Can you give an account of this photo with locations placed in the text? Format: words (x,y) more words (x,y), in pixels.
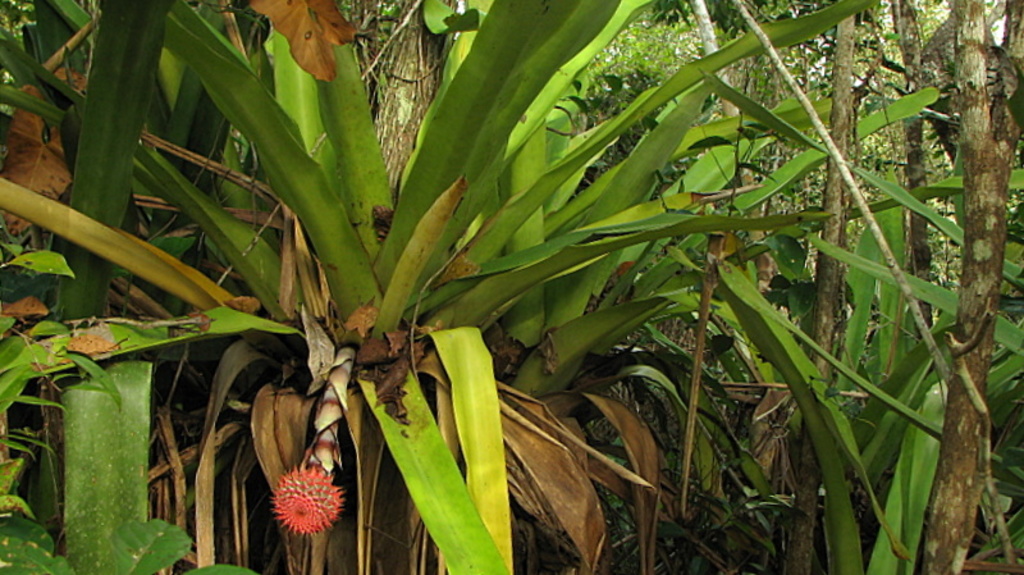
Here in this picture we can see plants (518,265) and trees (803,459) present all over there and on the left bottom side (334,484) we can see a flower (329,490) also present over there.
